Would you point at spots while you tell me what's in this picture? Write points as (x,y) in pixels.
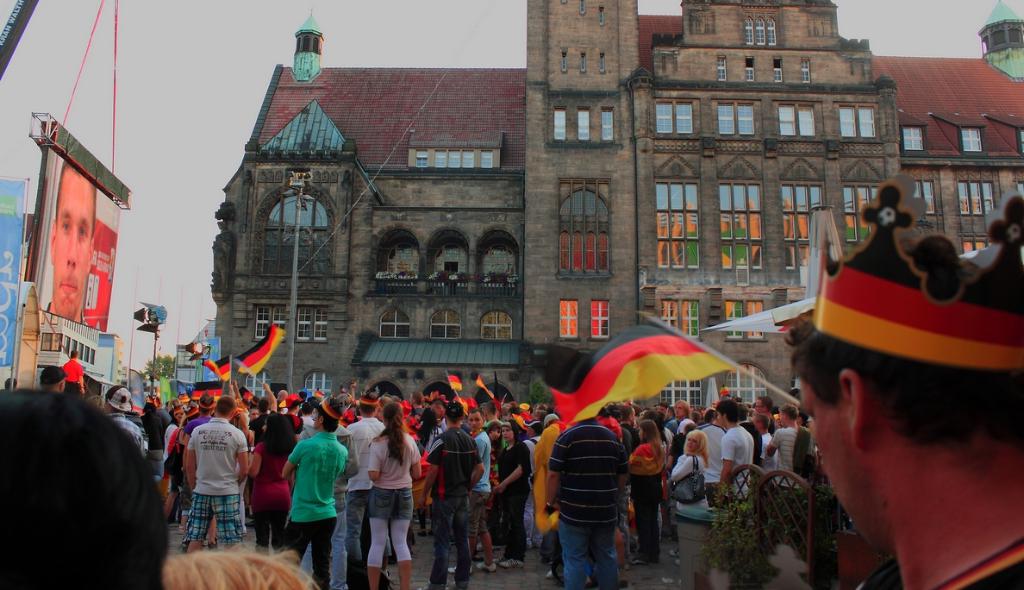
In this picture there are people (835,412) and we can see flags (217,369), plants (736,497), fence (772,481), poles (288,360) and building (275,370). On the left side of the image (3,238) we can see banner (7,223), hoarding (43,238) and building (188,372). In the background of the image (162,344) we can see board (203,376), tree (171,368) and sky (208,143).
